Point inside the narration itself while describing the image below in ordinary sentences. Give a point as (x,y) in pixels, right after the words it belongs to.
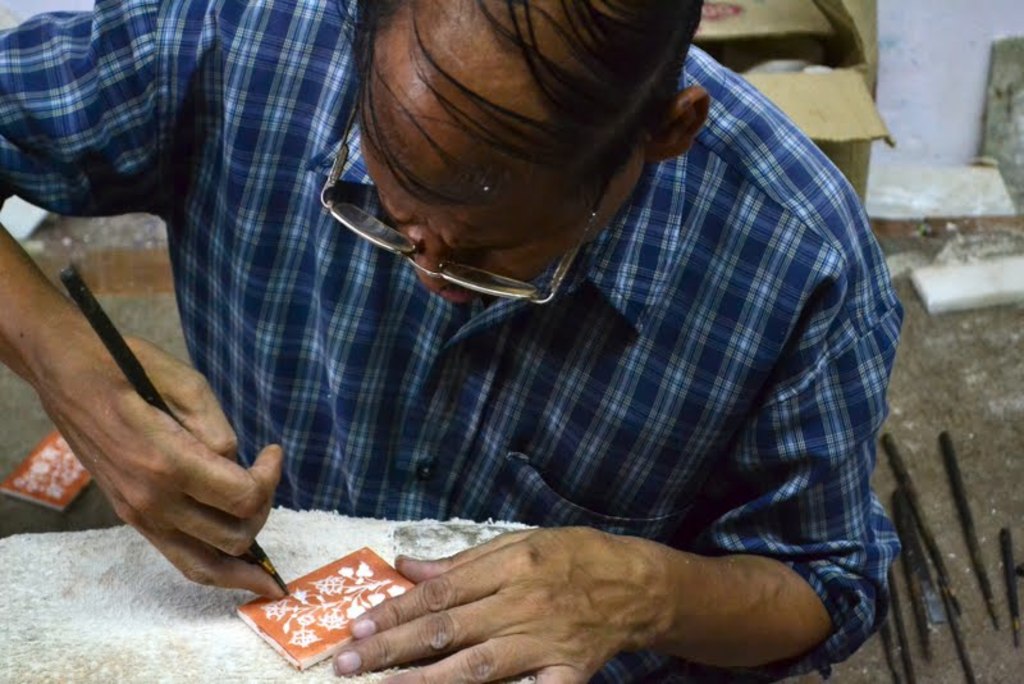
In this image we can see a person (437,332) is holding an object (260,603) with his hands (176,485). Here we can see stones (297,615), cloth (325,661), wall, and few objects (928,547).
